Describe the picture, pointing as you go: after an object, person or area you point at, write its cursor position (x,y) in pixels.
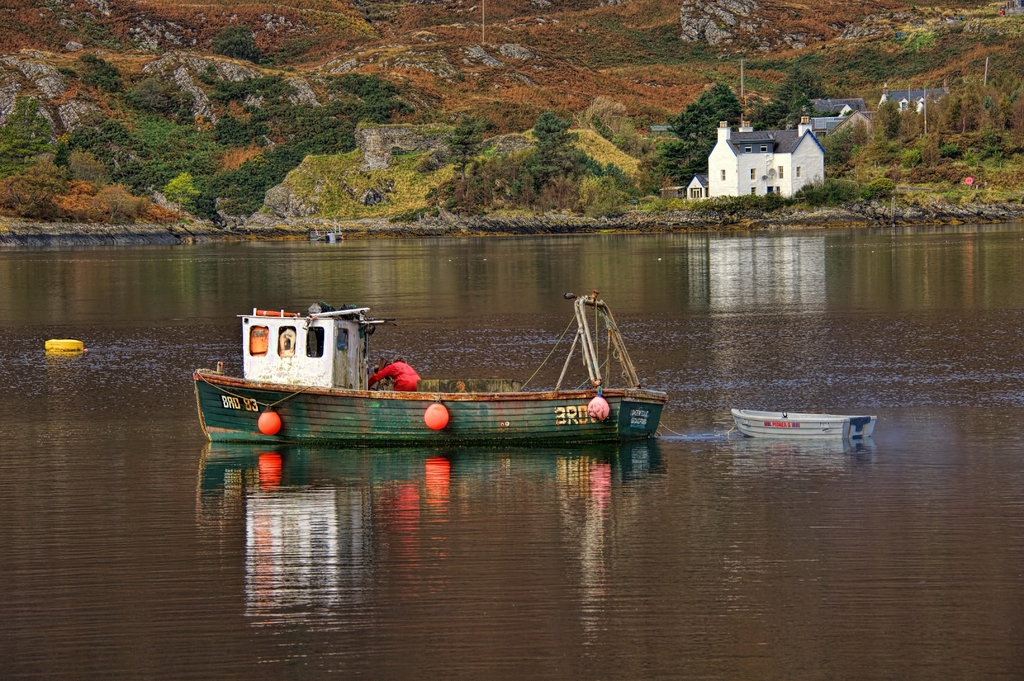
In this image, we can see a person (393,374) is sailing a boat (523,403) on the water (293,300). Here there is a another boat (779,425) above the water (773,457). Here we can see a rope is attached to the two boats (746,432). Top of the image (797,195), we can see houses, trees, poles (742,69) and hills (38,75). Left side of the image (57,345), we can see yellow color object (63,348) above the water (20,373).
